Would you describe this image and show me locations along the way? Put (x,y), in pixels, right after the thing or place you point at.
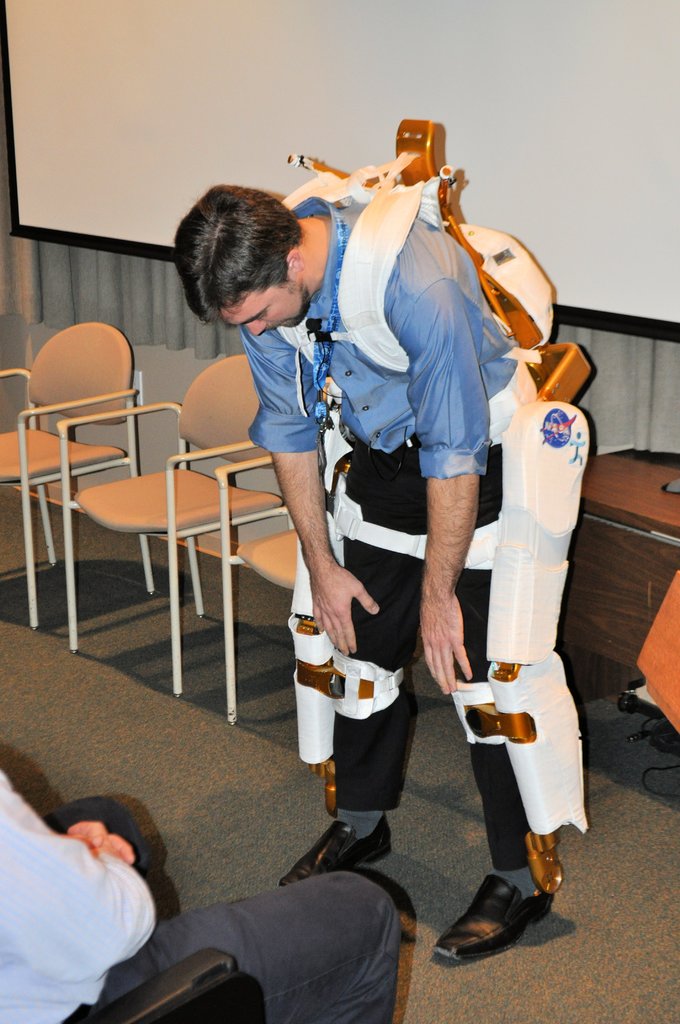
In this image, I can see a man (501,920) standing on the floor (528,934) with a supporting object (533,538). In the bottom left corner of the image (112,960), I can see a person (88,886) sitting on a chair (183,985). In the background (225,474), there are chairs (225,474), curtains (154,283) and a screen (525,122). On the right side of the image (639,542), I can see a wooden object (624,635).
